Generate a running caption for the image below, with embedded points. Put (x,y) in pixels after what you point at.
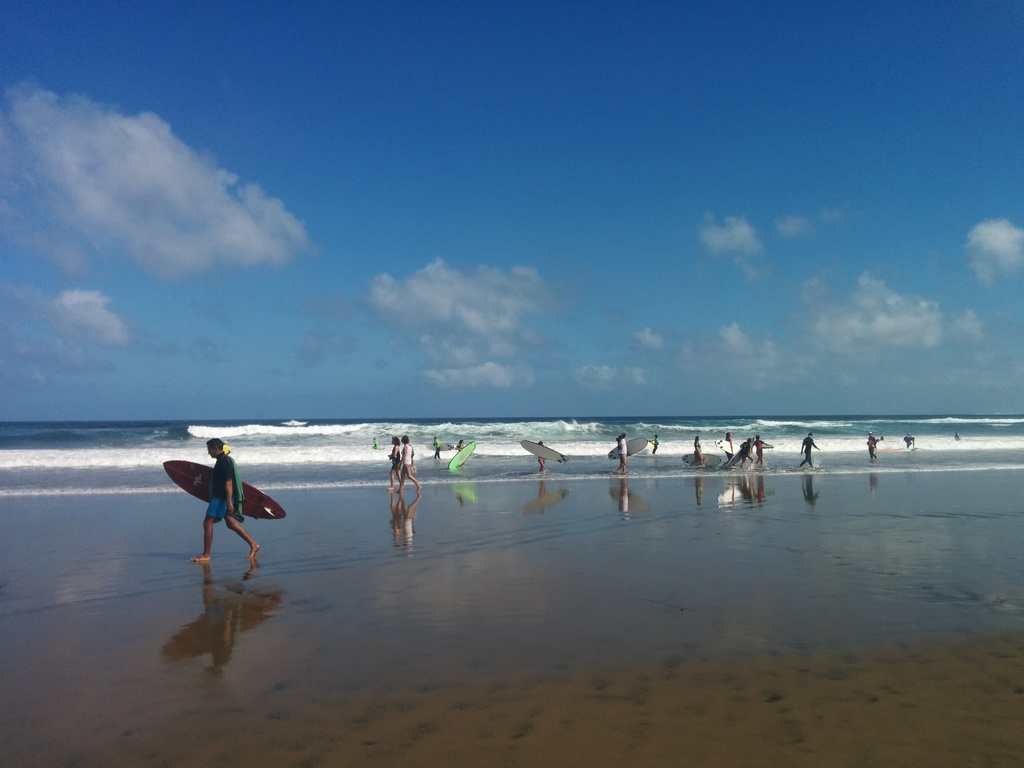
This is a beach (398,666). Here I can see few people (219,486) are holding surfing boards (263,509) in their hands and walking. In the background (159,439) there is an Ocean (178,432). At the top of the image (508,189) I can see the sky (264,77) and clouds (141,194).
